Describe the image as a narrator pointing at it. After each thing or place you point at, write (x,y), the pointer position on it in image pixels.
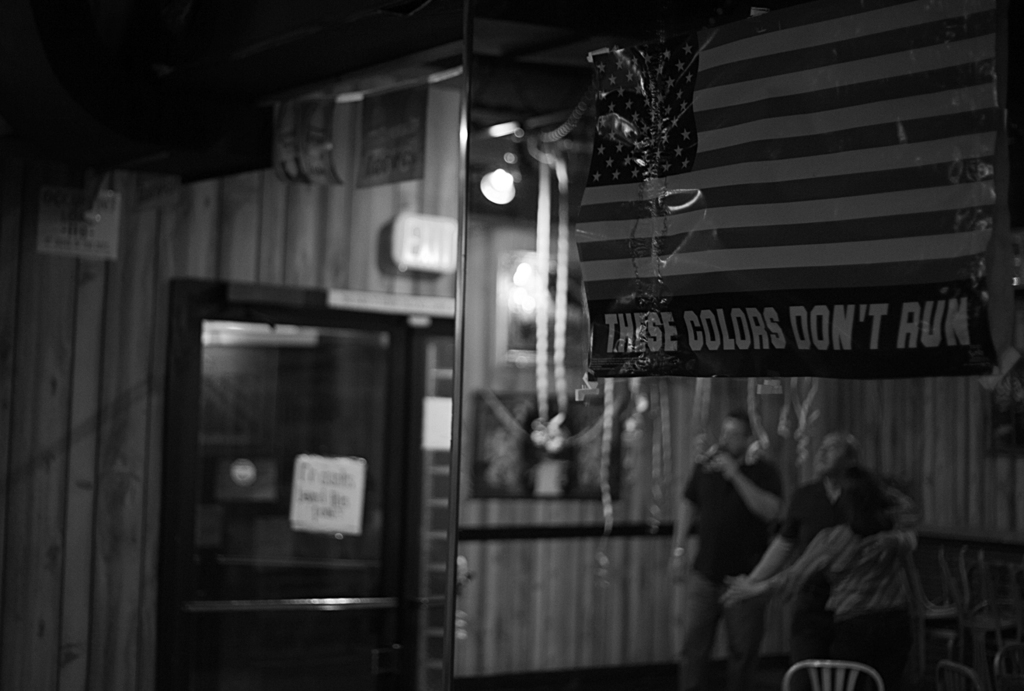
Black and white picture. Background (585,626) it is blur. We can see people (760,481), posters (350,483), signboard (400,249), chairs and things (305,432).
